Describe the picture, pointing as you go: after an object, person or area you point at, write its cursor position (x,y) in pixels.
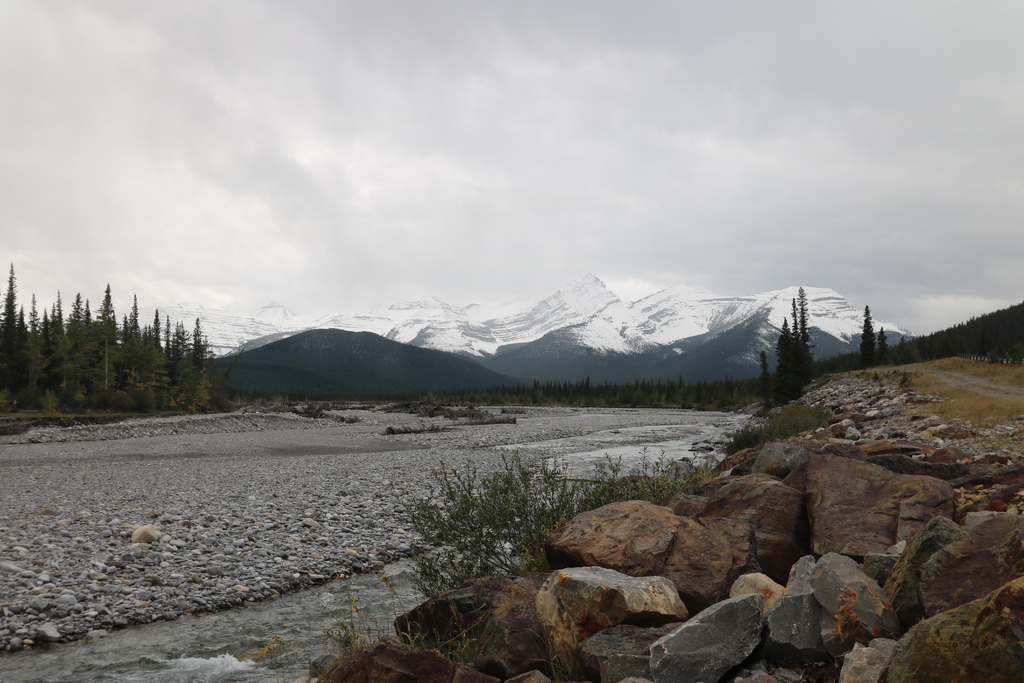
In this image in the center (343,440) there are stones (710,590) on the ground (22,487). In the background (367,367) there are mountains (274,330), trees (88,337), and the sky (575,146) is cloudy.
